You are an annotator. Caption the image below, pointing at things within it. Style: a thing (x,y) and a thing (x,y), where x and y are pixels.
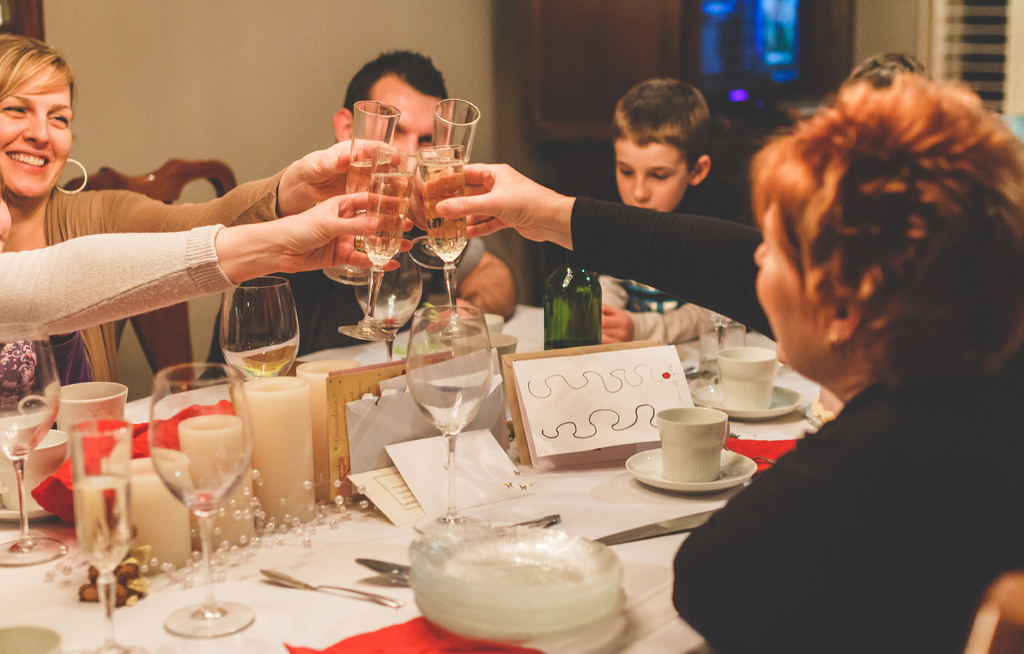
In the image we can see there are people (840,251) who are holding wine glasses (376,242) and taking cheers and on the table (505,508) there are plates (555,584), cup (679,479) and saucer (677,483), knife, spoon (298,582), candles (220,418).
